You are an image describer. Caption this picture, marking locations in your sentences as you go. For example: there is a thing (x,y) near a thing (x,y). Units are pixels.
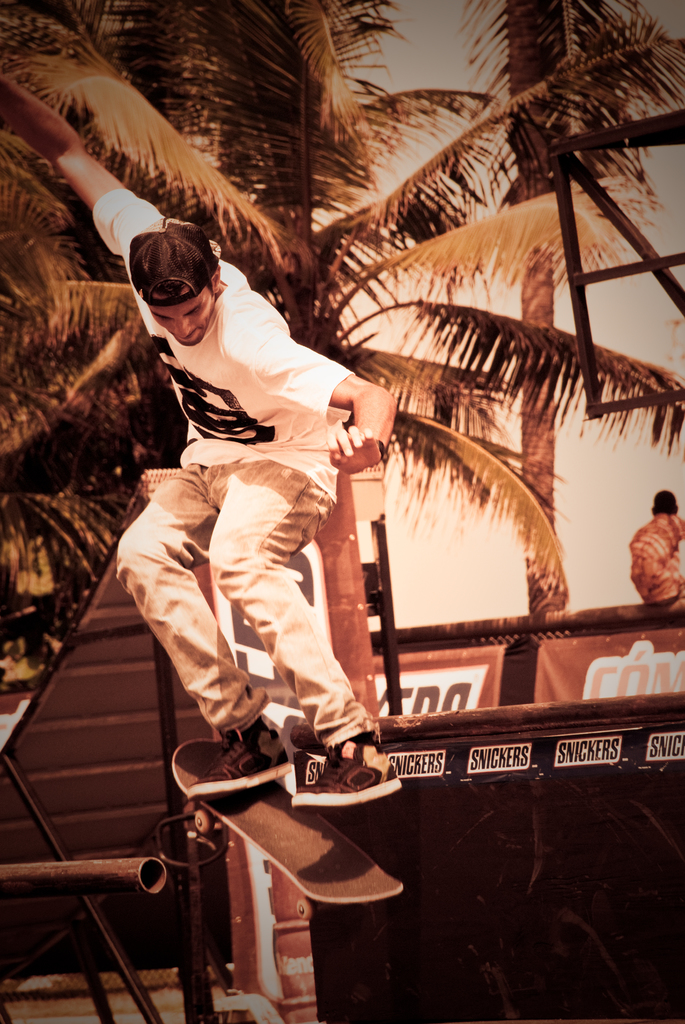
In this image we can see a man (221,364) is doing skating. He is wearing white color t-shirt (225,388) with light brown pant (228,583) and shoes (238,758). Background of the image (362,206), coconut tree (340,217) is there. In the right bottom of the image (511,890) we can see black color barriers (500,981) and poster (491,673). In the left bottom of the image (94,865) we can see metal rod (91,881).
